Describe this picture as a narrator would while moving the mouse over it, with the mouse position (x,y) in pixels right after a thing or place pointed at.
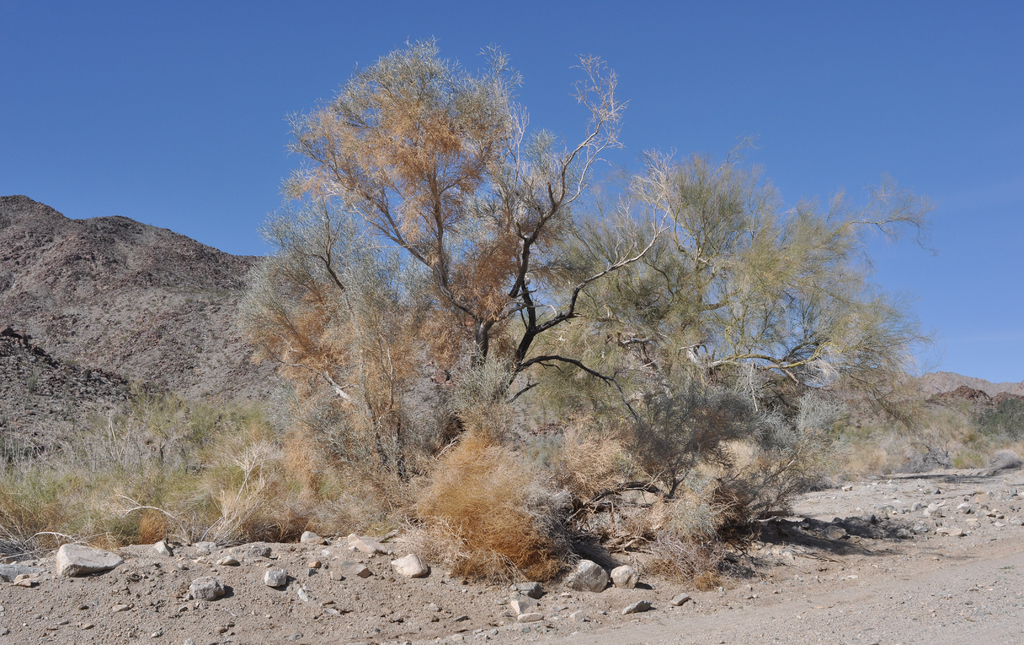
In this picture we can see there are stones (524,595), trees (420,415), hills (58,310) and the sky (763,102).
